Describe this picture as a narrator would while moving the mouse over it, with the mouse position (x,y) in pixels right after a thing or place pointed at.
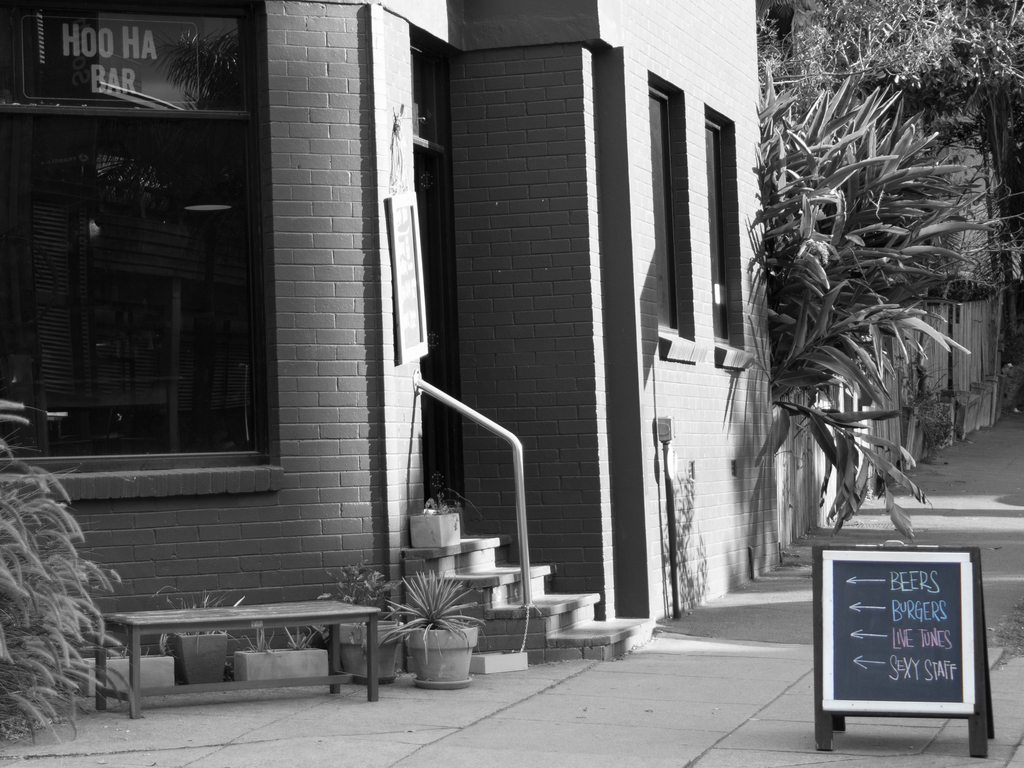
In this image I can see a building (622,196) and at right (790,157) I can see few trees (783,190) and the image is in black and white, in front (931,595) I can see a board (955,599) and something written on it.
